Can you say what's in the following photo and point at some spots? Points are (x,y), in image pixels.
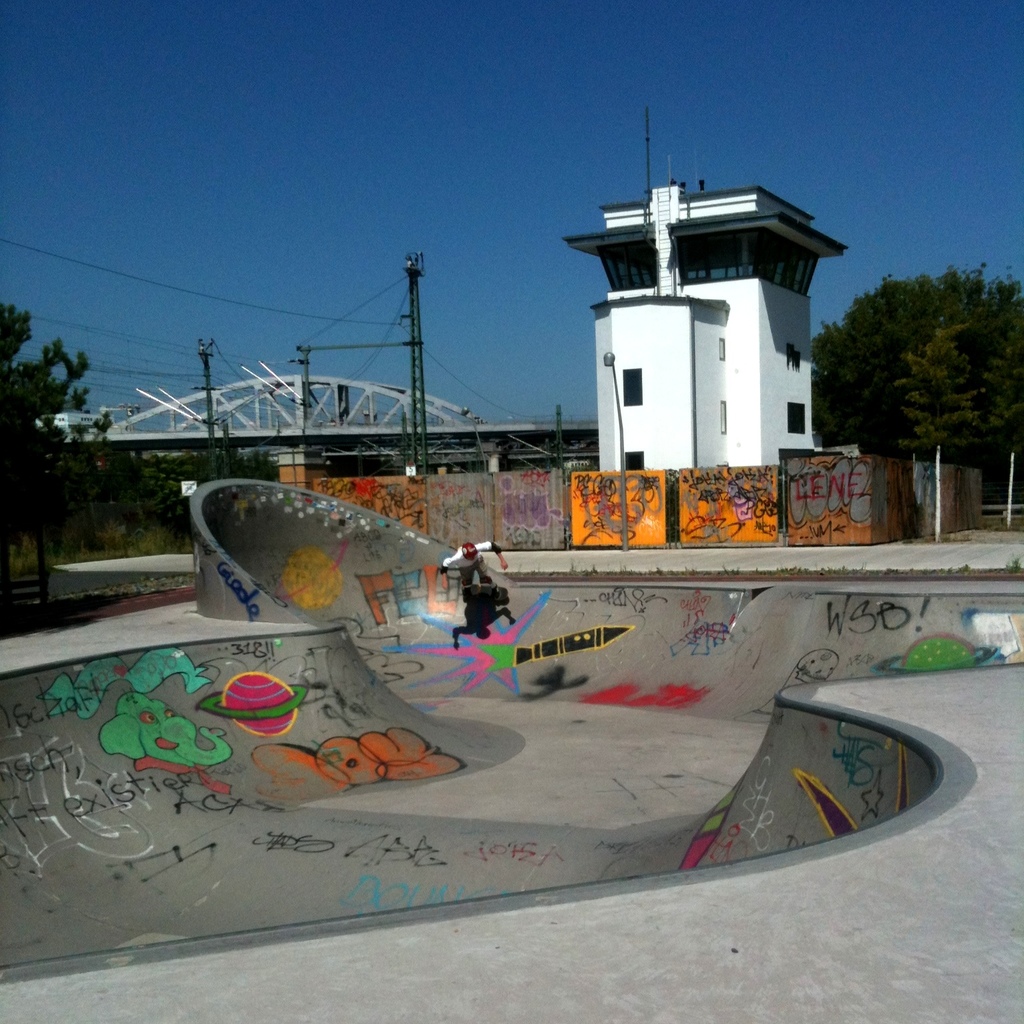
Here we can see a person (477,551) skating on a skate board (502,593) on a platform (380,825) and we can see drawings (345,771) on the platform (513,774). In the background (325,440) there are poles (477,430), bridge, electric wires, poles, trees (832,431), buildings (794,416) and sky (526,24).
